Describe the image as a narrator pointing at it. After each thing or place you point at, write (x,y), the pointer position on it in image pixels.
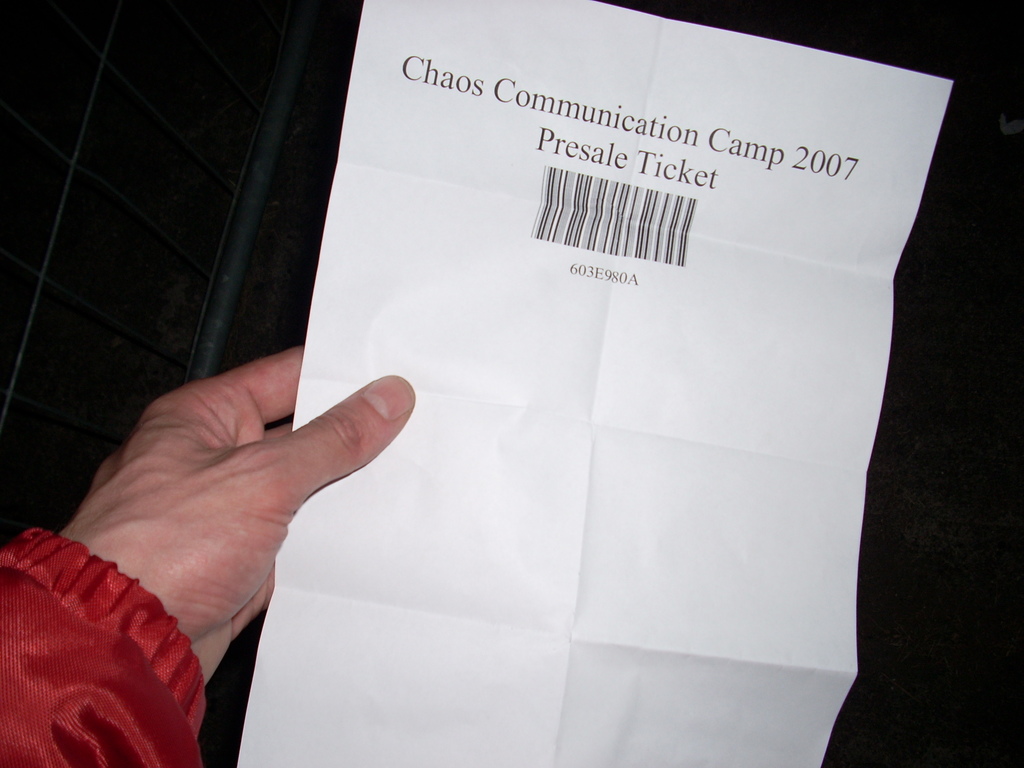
In this picture I can see a human hand (323,468) holding a paper (541,208) with some text (605,141) and a barcode (576,247) on the paper (591,232) and I can see a black background (40,501).
